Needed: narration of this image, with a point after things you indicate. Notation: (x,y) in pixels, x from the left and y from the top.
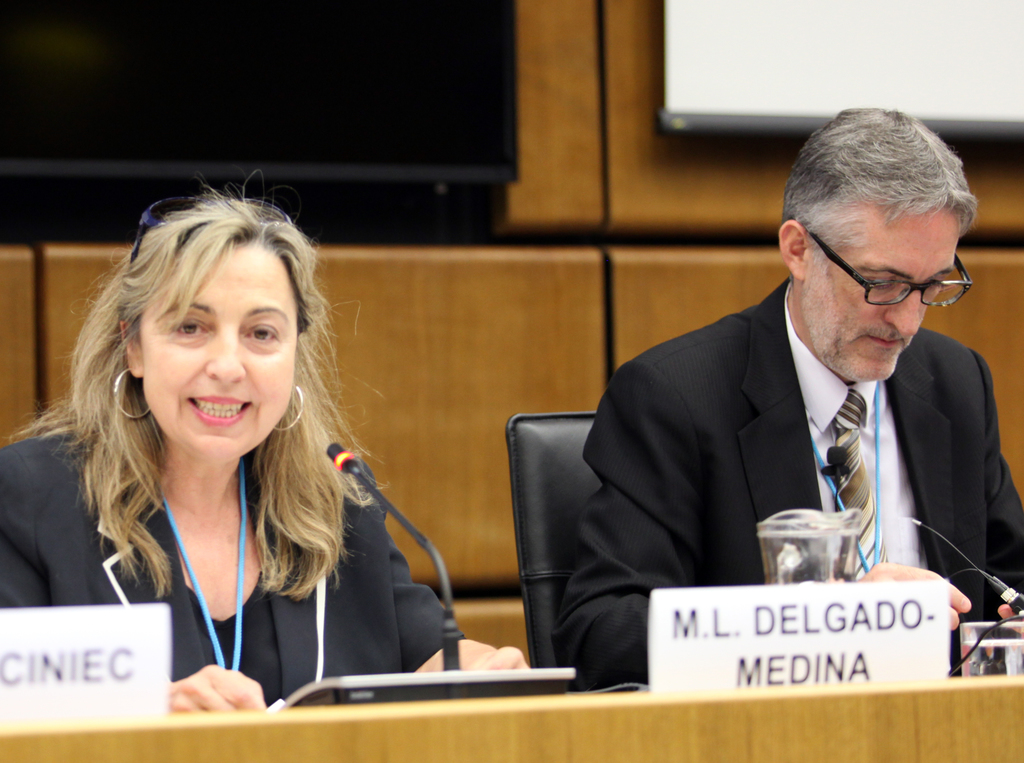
In this image I see man (718,361) and a woman (152,519) who are sitting on chairs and I see that there are mics (841,452) and name boards (53,610) on this table (977,701) and I see a glass (964,643) over here and I see that both of them are wearing black color suit (58,521). In the background (308,156) I see the black screen (356,118) over here and I see the white color thing (743,36) over here and I see the wall (527,196).
